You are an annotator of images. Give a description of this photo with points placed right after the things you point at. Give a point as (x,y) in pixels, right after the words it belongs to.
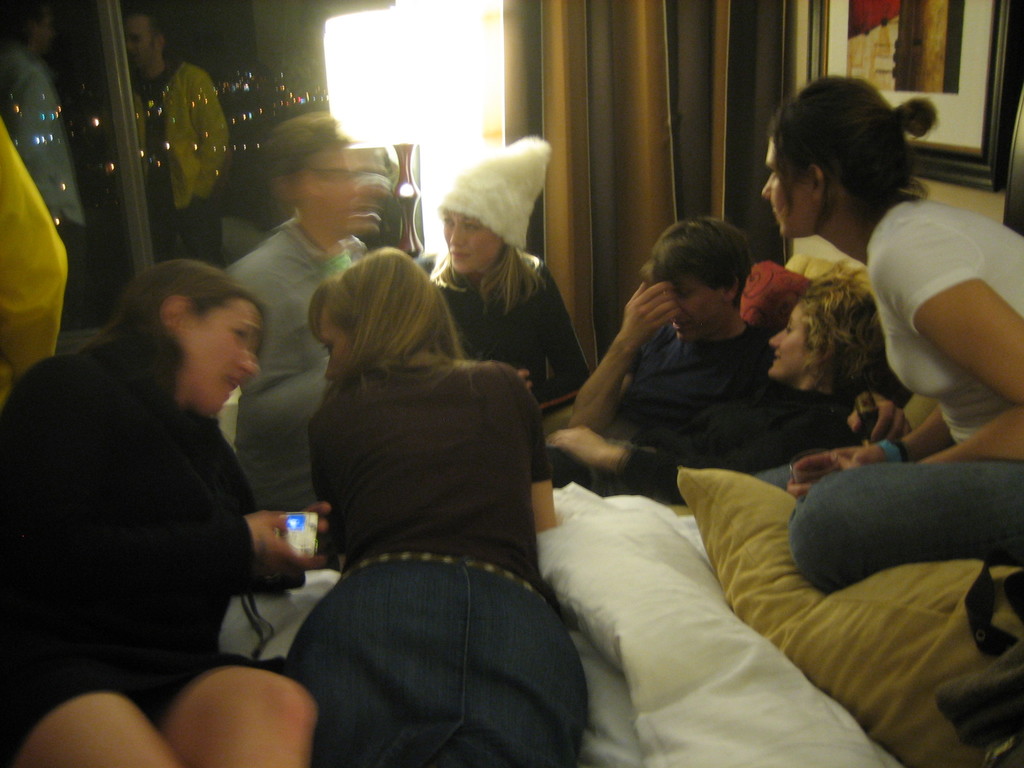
In this image there are group of persons (428,520) lying on the blankets (608,612) and pillows (812,621) on the bed (665,503), and at the background (766,32) there is curtain (594,10), lamp (477,16), frame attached to wall (997,211).
